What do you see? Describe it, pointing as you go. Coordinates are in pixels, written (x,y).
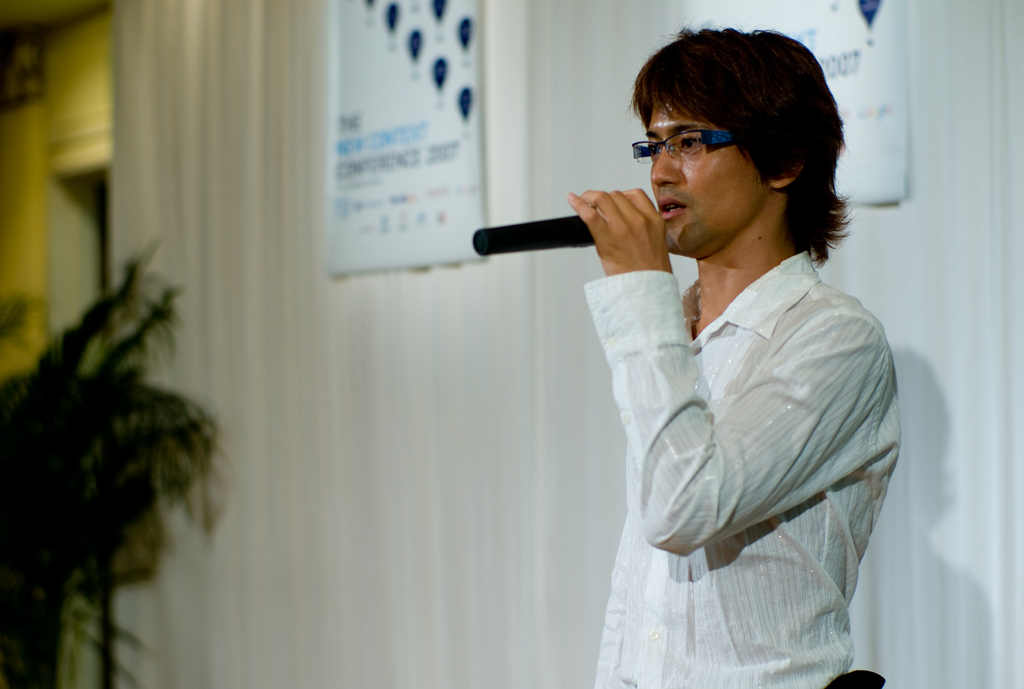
In the image we can see there is a man (691,402) who is standing and holding mic (513,251) in his hand (624,246).
